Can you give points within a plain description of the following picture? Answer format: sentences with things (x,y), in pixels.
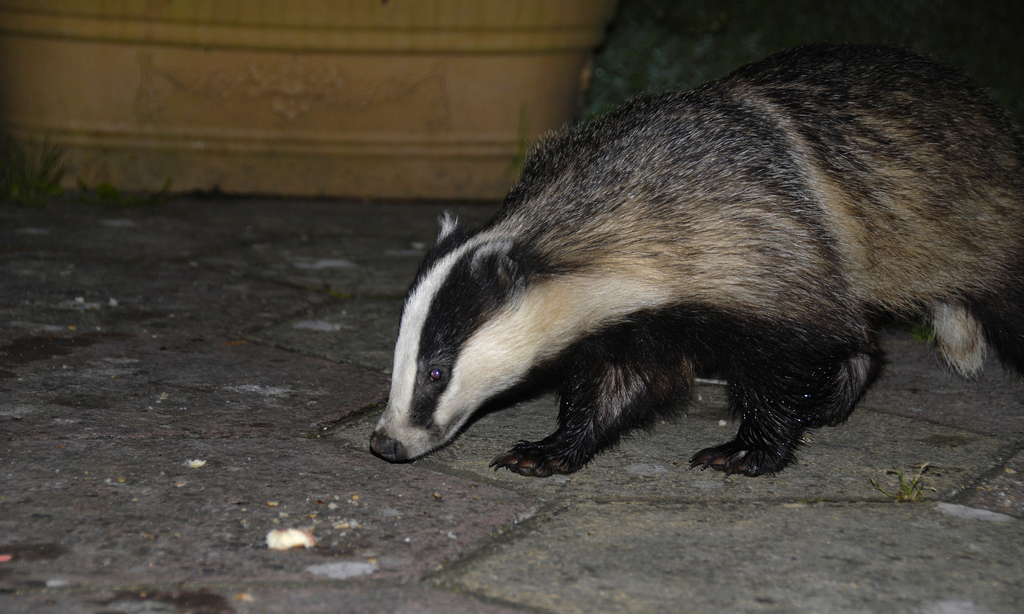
In this image we can see a badger (618,218) on the land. On the backside (391,116) we can see a wall (336,163).
